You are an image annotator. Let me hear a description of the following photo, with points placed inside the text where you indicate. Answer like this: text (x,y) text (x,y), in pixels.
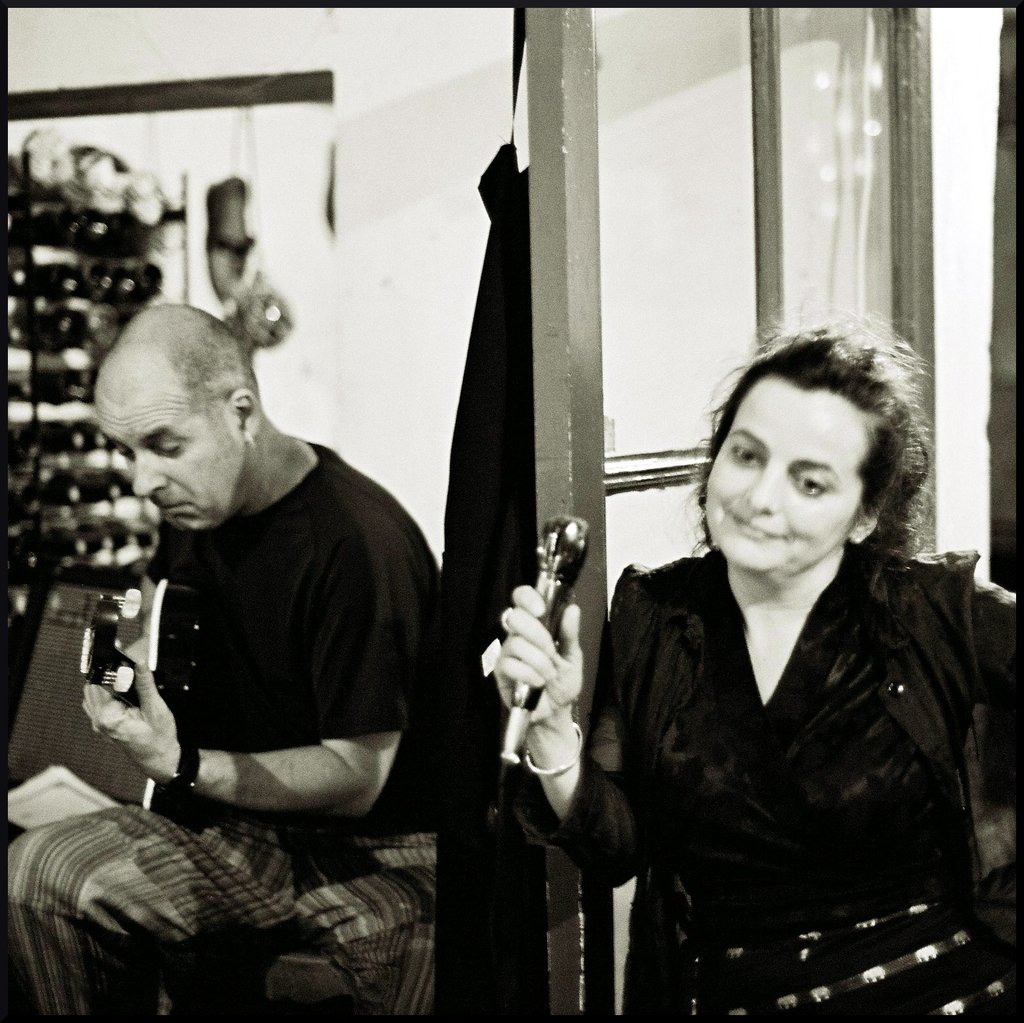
In the image we can see two persons (693,652) were sitting on the chair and holding guitar (136,696) and microphone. And back we can see wall (406,276), door (622,266) and few more objects (484,176).
